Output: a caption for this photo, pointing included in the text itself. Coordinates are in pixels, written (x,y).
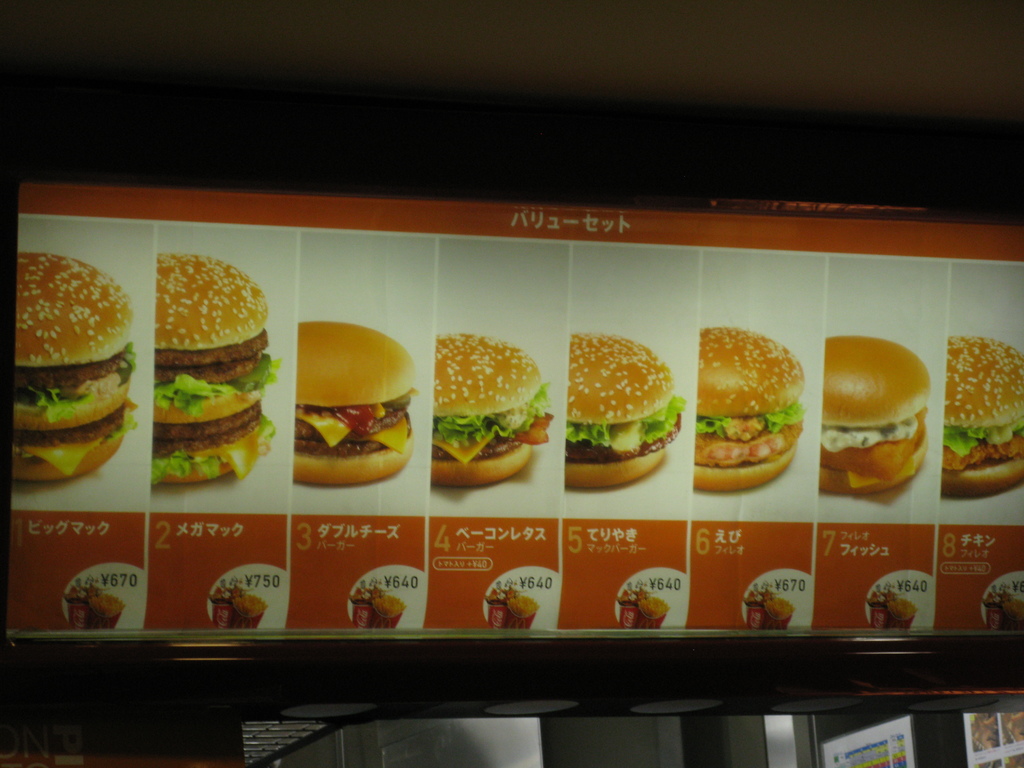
In this image there is a poster (492,422) having the images (199,427) of burgers (511,412). Below it there is price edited on the poster (624,564). Bottom of the image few posters (906,718) are attached to the wall (647,746).
